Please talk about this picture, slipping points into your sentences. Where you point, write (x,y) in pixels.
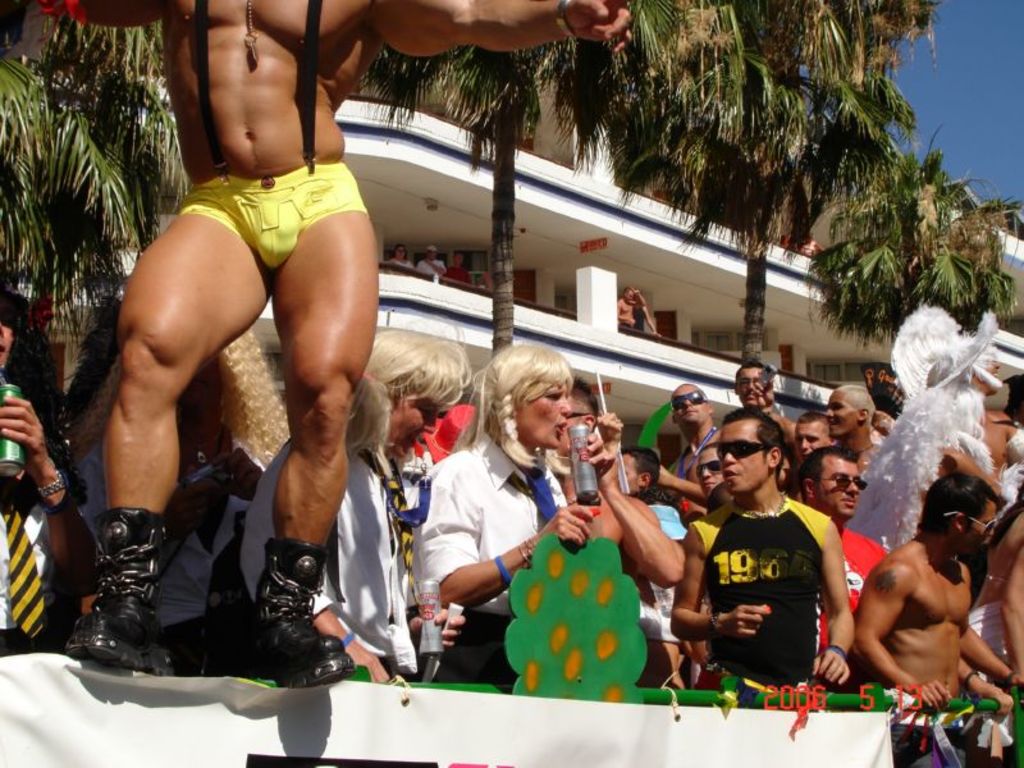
In this image there are people (788,634) standing in front of the metal fence (1016,744). In front of the image there is a banner (614,729). In the background of the image (830,242) there are trees (683,208), buildings (381,257) and sky (972,77).
